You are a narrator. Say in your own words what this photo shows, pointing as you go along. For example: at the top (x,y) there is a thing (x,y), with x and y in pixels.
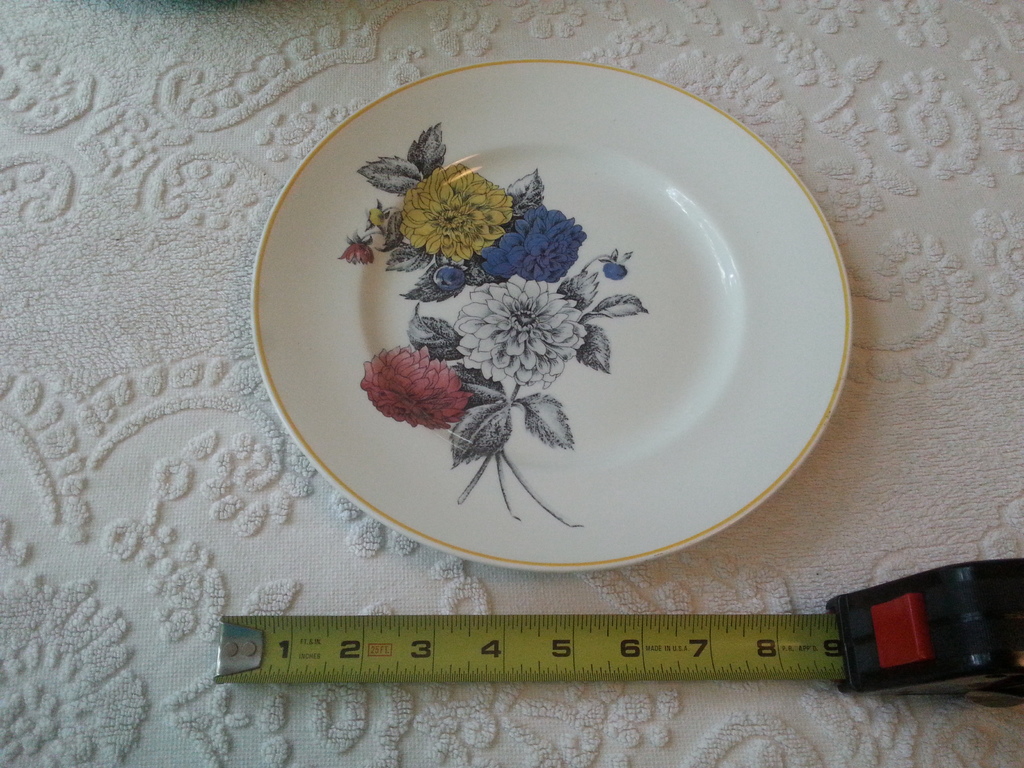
In this image on a table (483,24) there is a plate (571,243). On the plate (591,233) there is a print (470,229) of flowers (477,255). Here there is a measuring tape (467,631). On the table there is a tablecloth (254,557).
